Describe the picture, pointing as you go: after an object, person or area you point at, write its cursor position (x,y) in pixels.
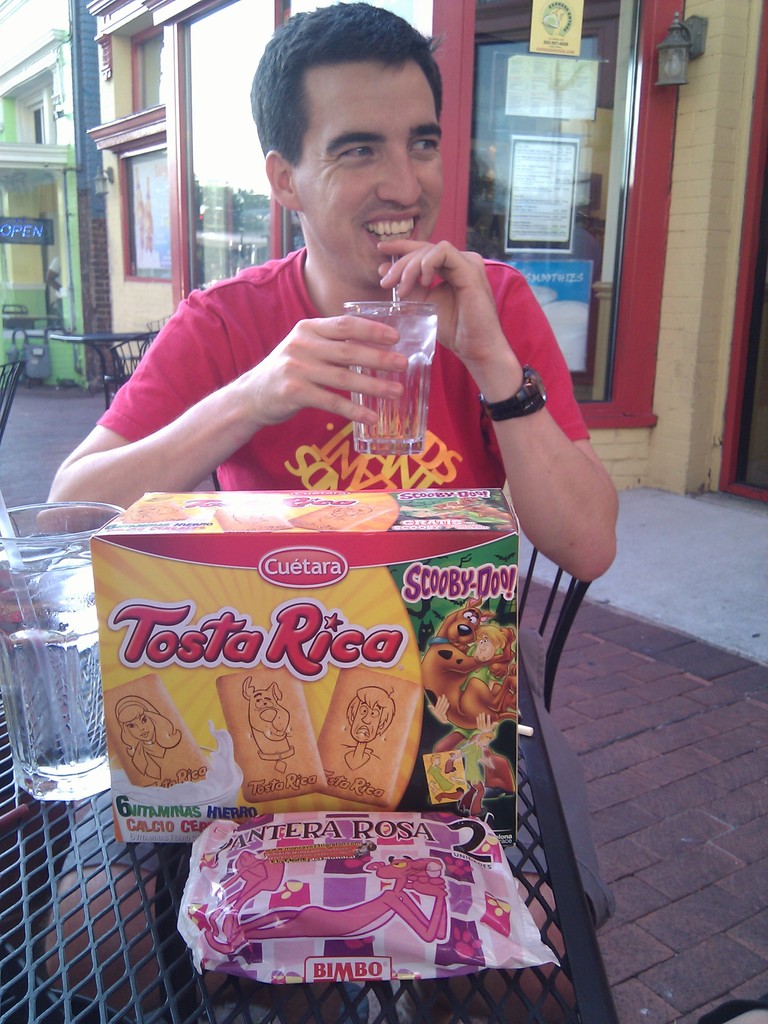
In this image I can see a person (394,40) is sitting on the chair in front of the table (184,867) on which there is a glass (0,621), box (367,719) and a cover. In the background (190,229) I can see a building (188,115), boards (151,225) and a table (67,340). This image is taken may be in a open restaurant (682,761).
